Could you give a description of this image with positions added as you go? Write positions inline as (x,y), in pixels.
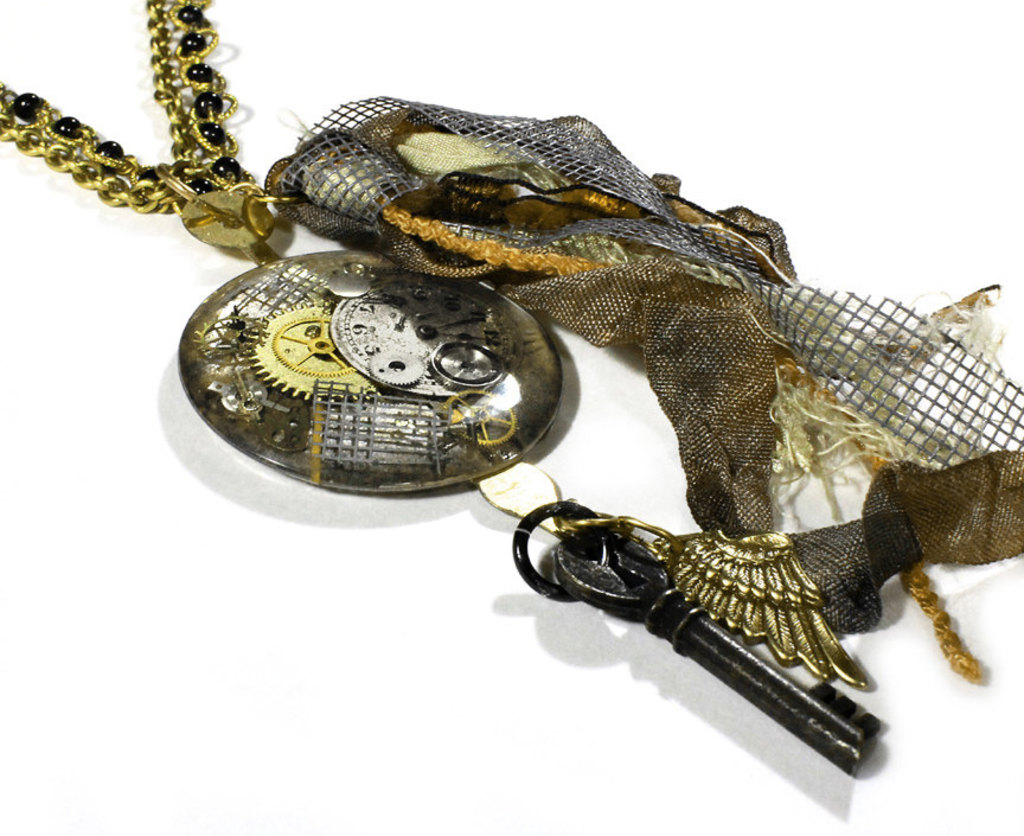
In this picture there is a key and there is a cloth (756,295) and there is a chain (177,48). At the back (335,562) there is a white background (335,562).
